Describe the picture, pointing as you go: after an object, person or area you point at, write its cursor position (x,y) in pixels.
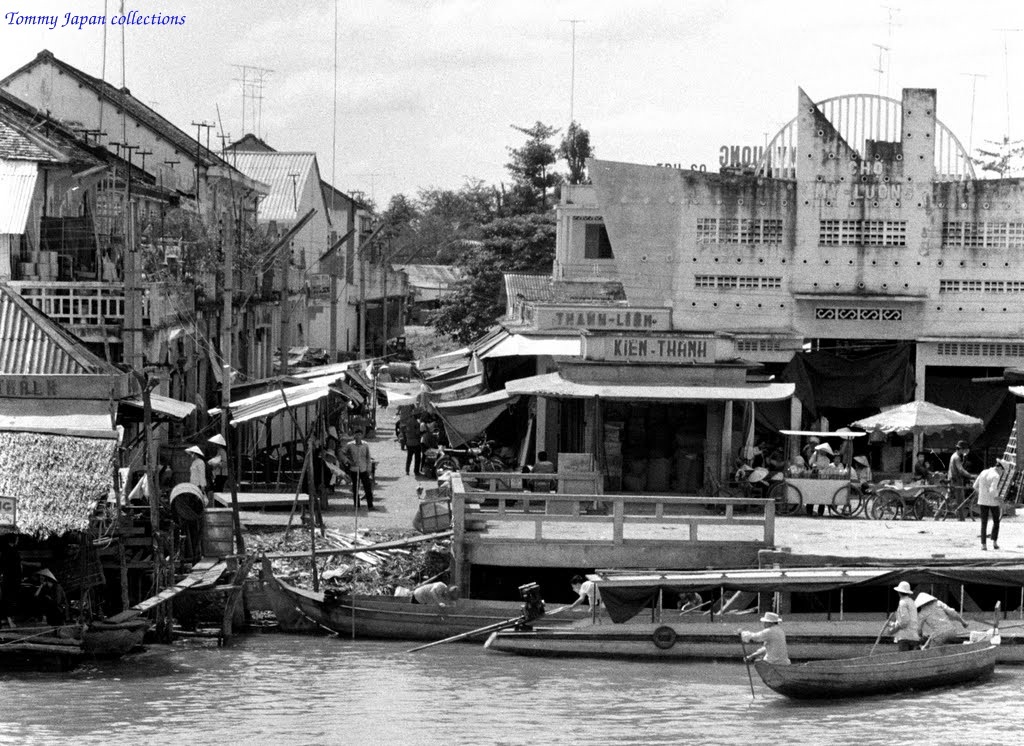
Here in the front (668,648) we see boats (645,588) present in the river (730,674) over there and we can see people (590,607) present on the boat (791,634) and in the front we can see buildings (309,230) present all over there and we can see people (357,453) walking on the road (870,528) here and there and we can see trees (470,293) and plants (456,281) present over there and we can see clouds (499,102) in sky (487,150).
